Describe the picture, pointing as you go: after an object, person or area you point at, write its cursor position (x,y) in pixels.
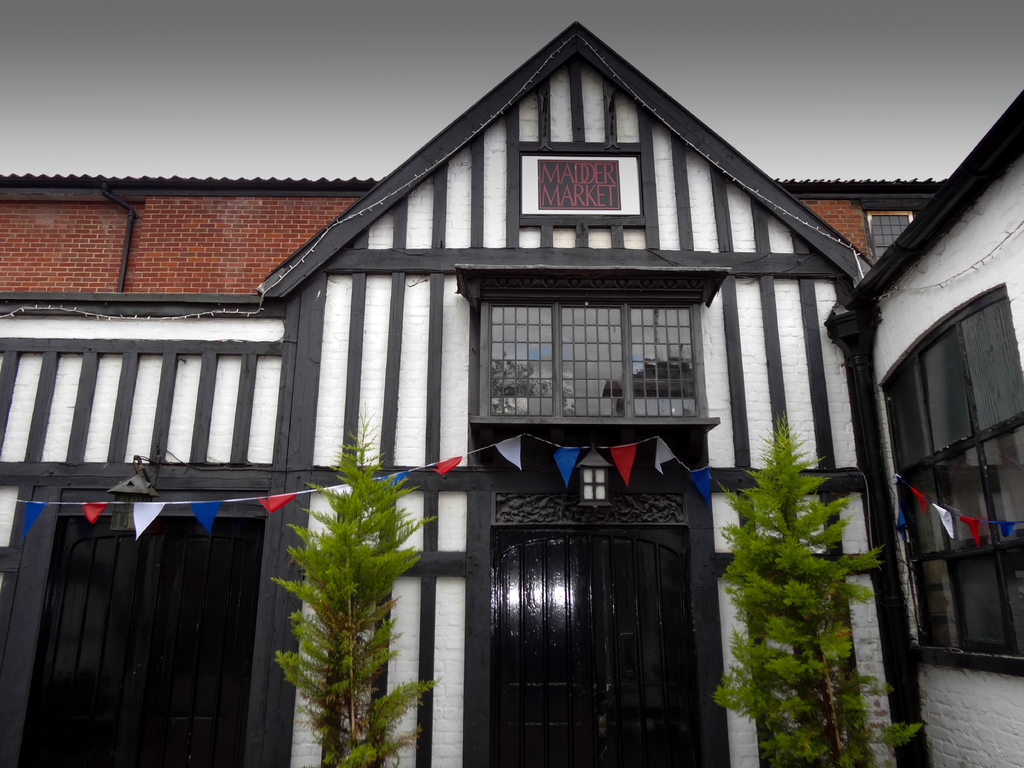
In this image we can see a building (50,715), glass windows (912,388) and doors (598,686). In-front of this building (584,451) there are flags (622,466) and plants (767,670).
